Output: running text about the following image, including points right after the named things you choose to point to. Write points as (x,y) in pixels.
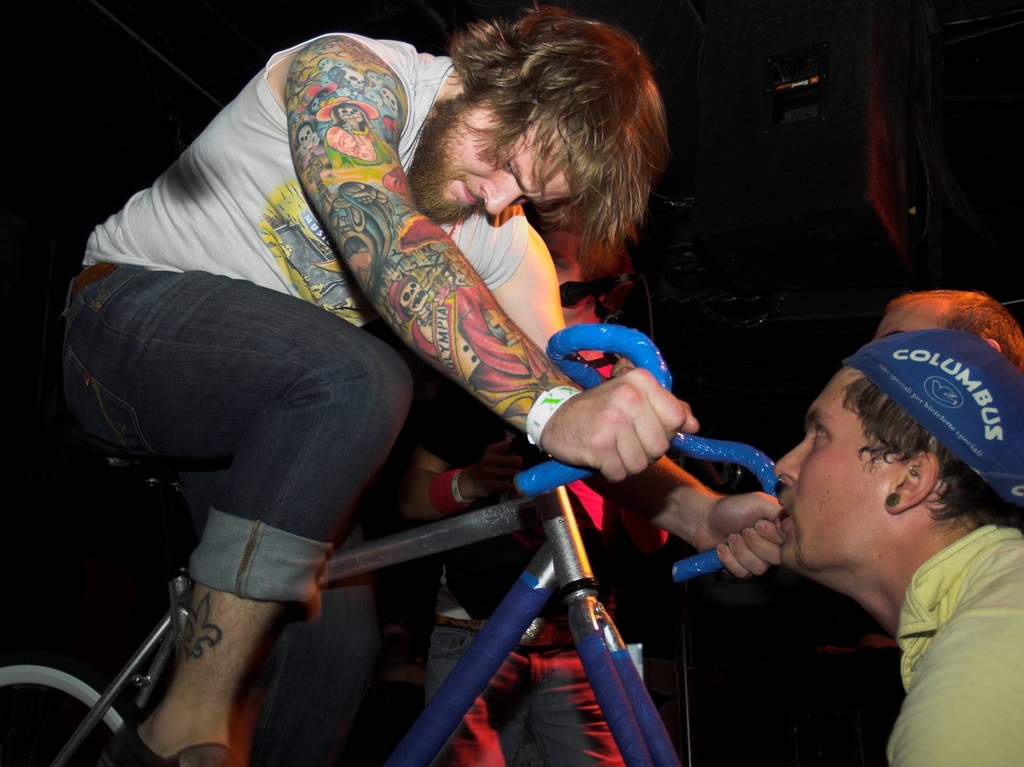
This person (342,178) sitting on a bicycle (487,525) and holding handle (588,331), on this person (428,344) hand (342,188) there are tattoos (326,151). In-front of this person (543,364) other person (901,431) is staring at him. Far other two persons (576,310) are standing. On top (764,195) this is a speaker (811,159).
